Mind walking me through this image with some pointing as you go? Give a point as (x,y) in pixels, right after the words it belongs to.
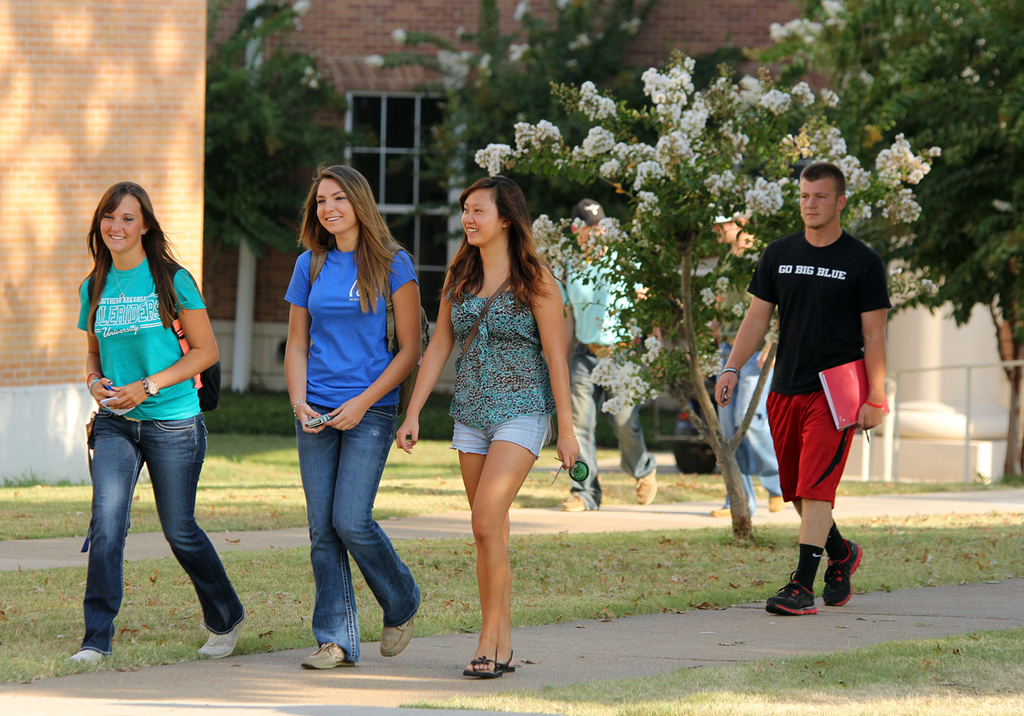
In this image we can see some people (718,394) and among them few people (811,348) holding some objects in their hands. We can see some trees (725,458), flowers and grass (709,555) on the ground (709,555) and there are some dry leaves (963,563) on the ground (962,533) and we can see a building (40,197) in the background (10,213).
